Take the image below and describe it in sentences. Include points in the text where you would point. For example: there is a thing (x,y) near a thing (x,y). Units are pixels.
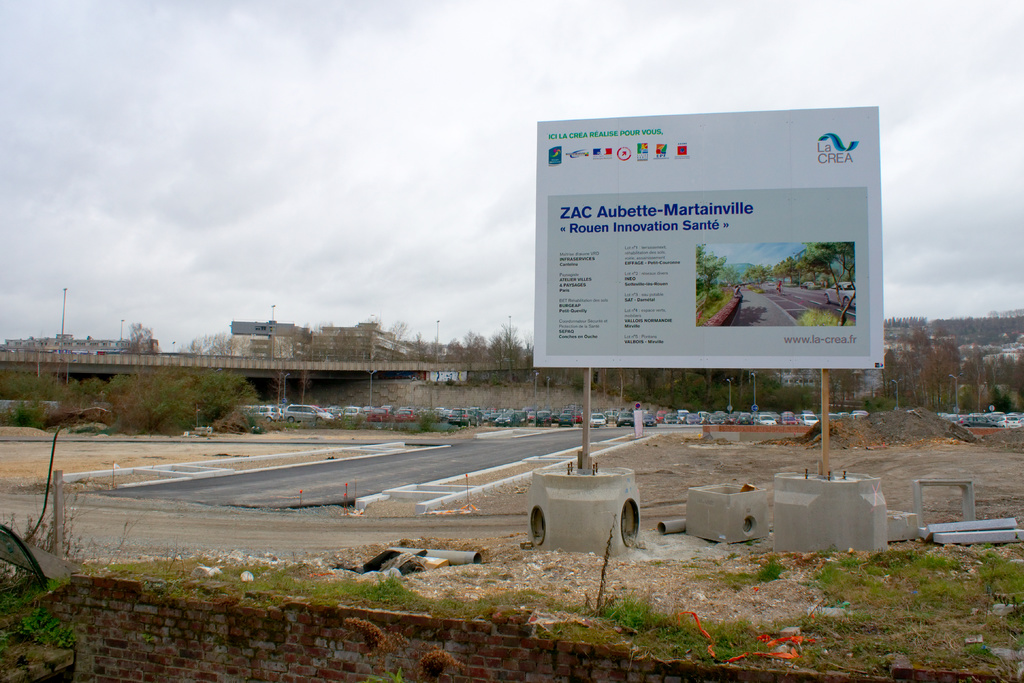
This image consists of a hoarding (779,351). At the bottom (525,606), there is green grass (416,595) and a wall (343,607). In the middle (488,453), there is a road (262,504). In the background (541,412), we can see many cars (482,419) parked. On the left (339,369), there is a bridge (209,368). At the top (352,144), there are clouds (424,140) in the sky (424,140).
